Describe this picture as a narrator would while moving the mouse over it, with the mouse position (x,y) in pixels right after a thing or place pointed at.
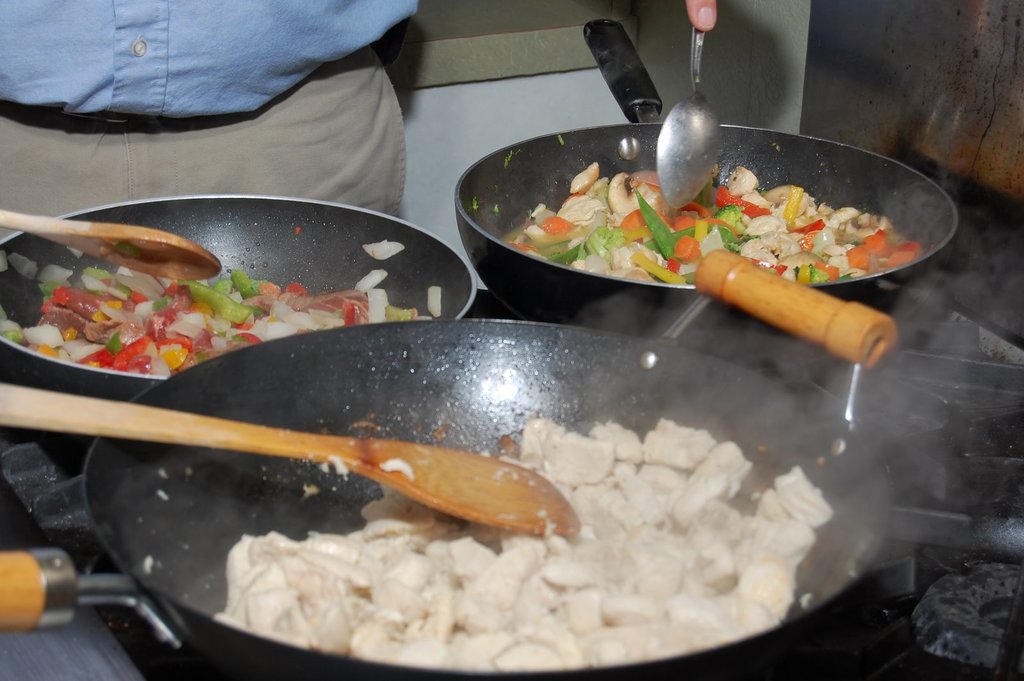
In this image we can some food items (626,183) in the pans (521,271), which are on the stove (964,570), we can see spoons (296,434), one person (375,173) is holding a spoon (673,134).
